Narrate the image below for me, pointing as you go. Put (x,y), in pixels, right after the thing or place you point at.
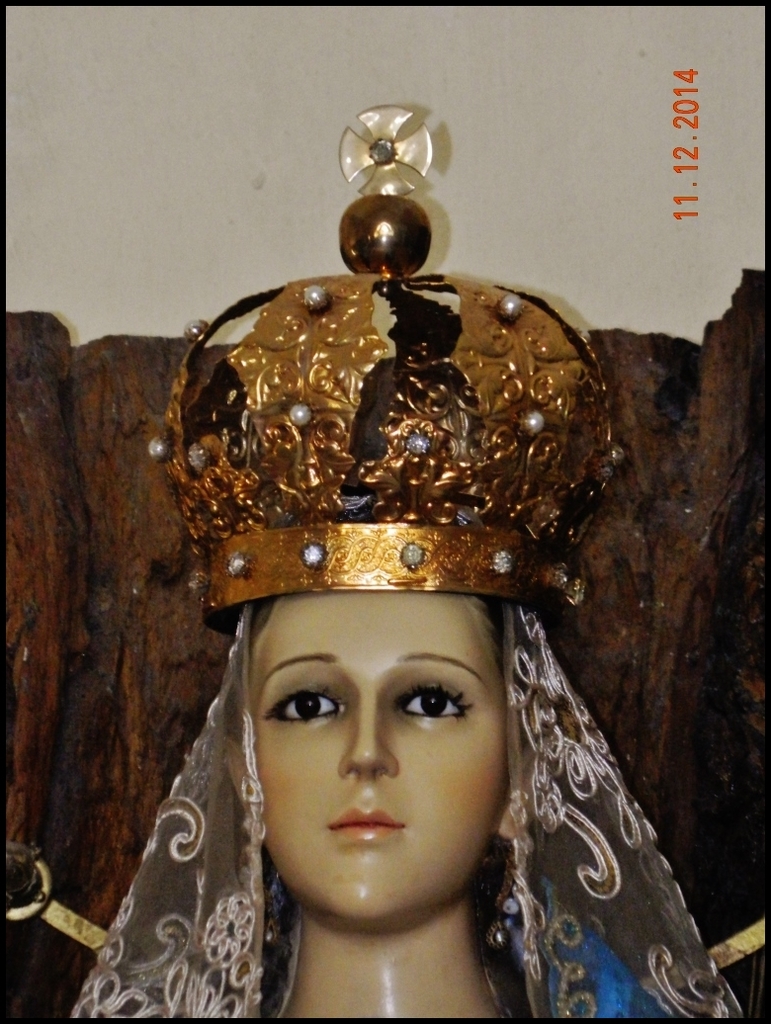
In this image we can see a sculpture (437,601) of a lady (484,646). There is some text (679,170) on the right side of the image (693,139).
